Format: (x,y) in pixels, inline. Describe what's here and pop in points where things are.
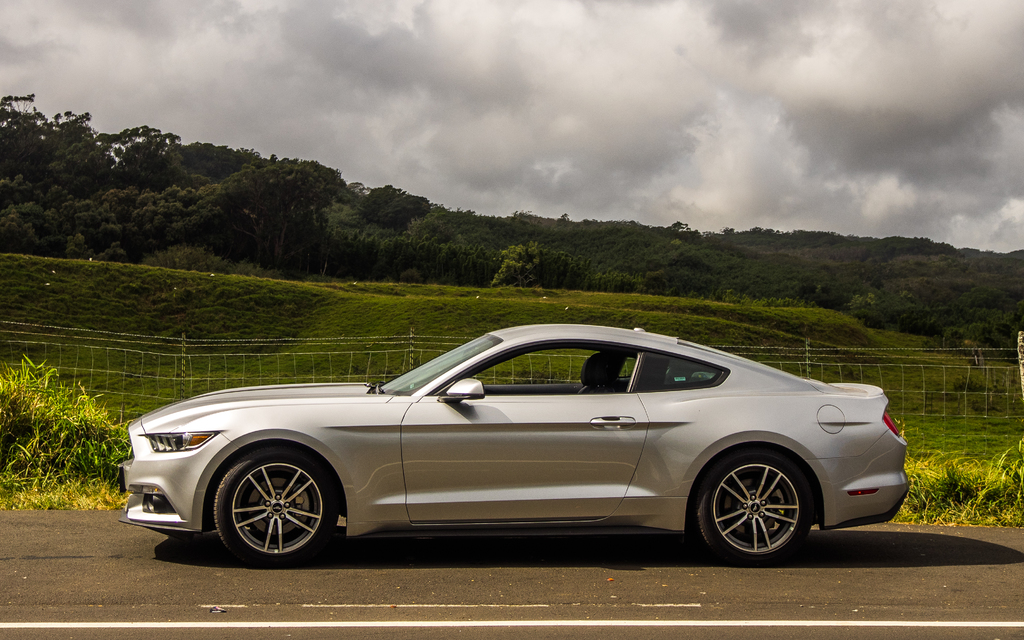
There is a car (336,409) on the road (687,585). Here we can see grass (975,472), fence (551,369), plants (1000,468), and trees (709,237). In the background (756,181) there is sky (785,125) with clouds (922,129).
